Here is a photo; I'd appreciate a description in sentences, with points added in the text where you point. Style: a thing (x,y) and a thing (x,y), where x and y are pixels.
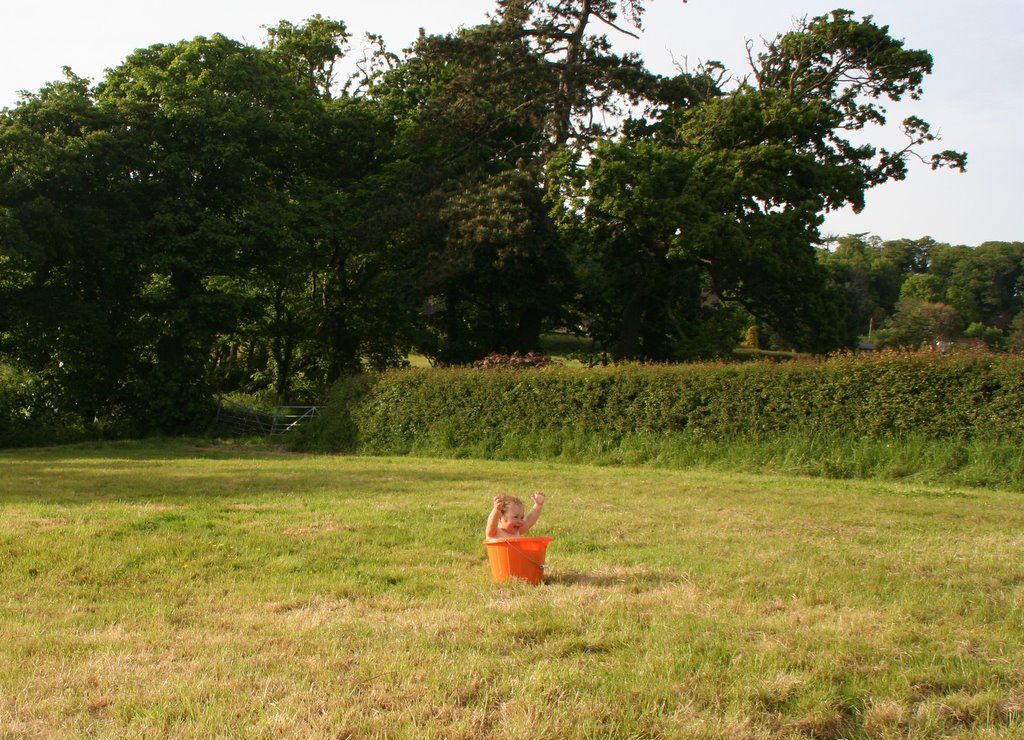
In this image in the center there is one bucket (509,560), and in the bucket (509,563) there is one baby (510,532). At the bottom of the image (566,585) there is grass (866,579), and in the background (256,315) there are some trees (946,318) and plants (784,388). At the top (998,100) there is sky (1002,49).
